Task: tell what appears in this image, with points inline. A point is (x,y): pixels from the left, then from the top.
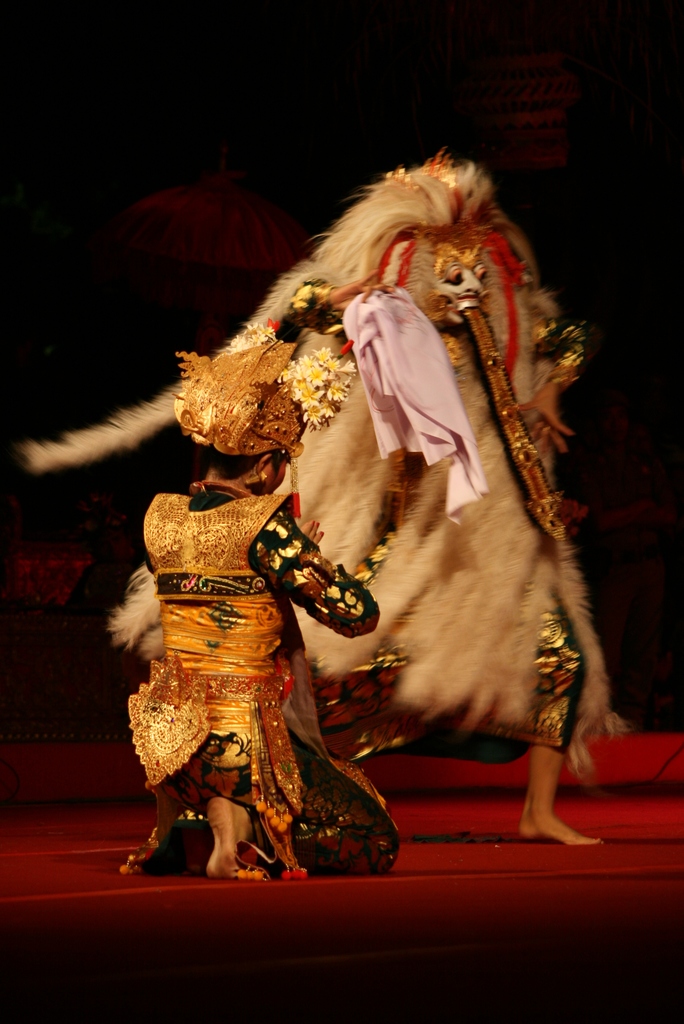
In this image, I can see two persons (328,568) on the floor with fancy dresses (381,541). There is a dark background (328,90).
